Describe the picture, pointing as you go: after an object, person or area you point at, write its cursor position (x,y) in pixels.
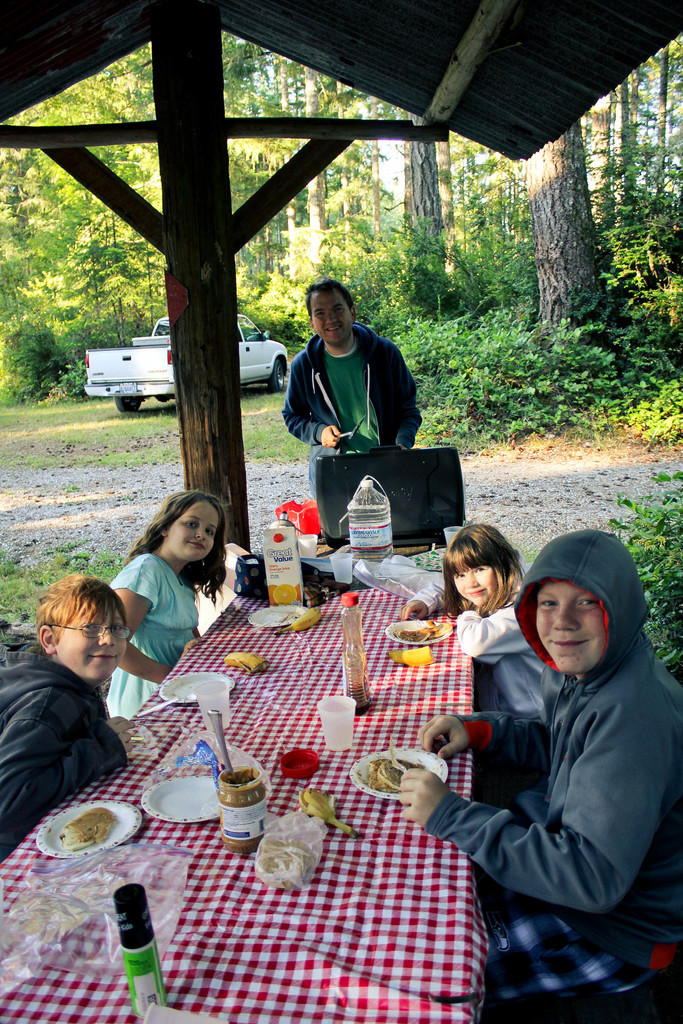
There are few people (98,646) sitting on the chair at the table (398,826) and a man (377,389) standing in the middle (346,410). On the table (236,746) we can see food items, plates (49,850), glasses (304,538). In the background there is a vehicle (146,362) and trees (294,223).
